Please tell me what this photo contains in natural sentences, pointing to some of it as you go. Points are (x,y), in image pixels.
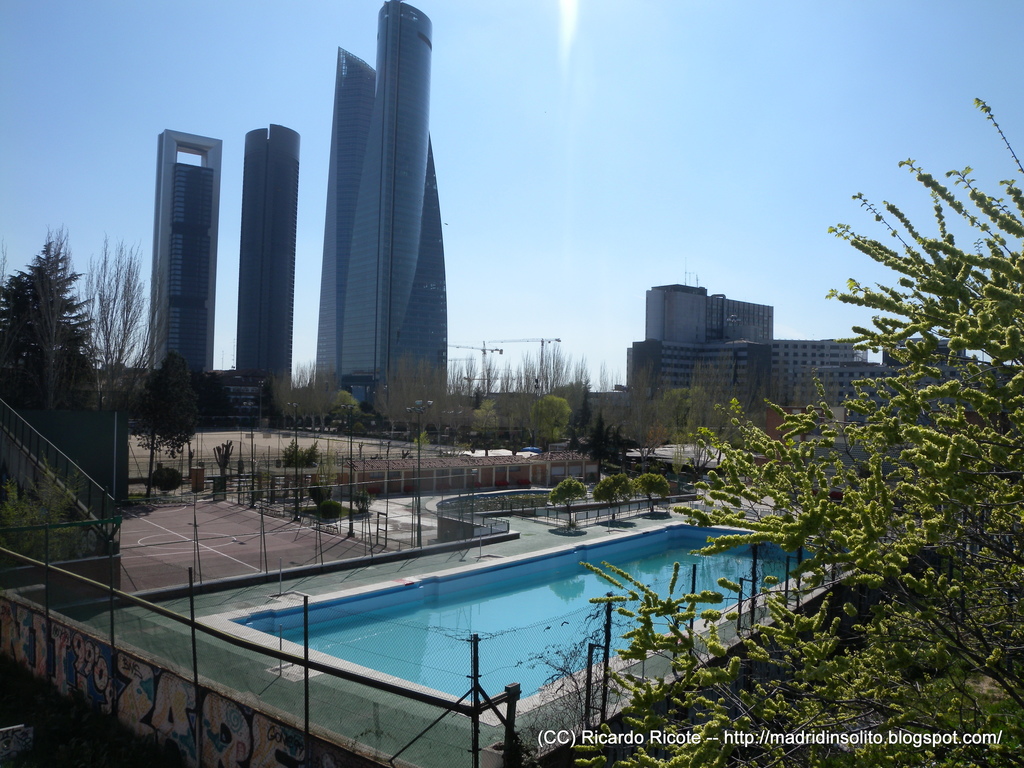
This image is clicked outside. There is a swimming pool (588,649) at the bottom (633,563). There are trees (855,614) in the middle (656,427). There are buildings (648,330) in the middle (369,278). There is sky (551,35) at the top (328,69).
